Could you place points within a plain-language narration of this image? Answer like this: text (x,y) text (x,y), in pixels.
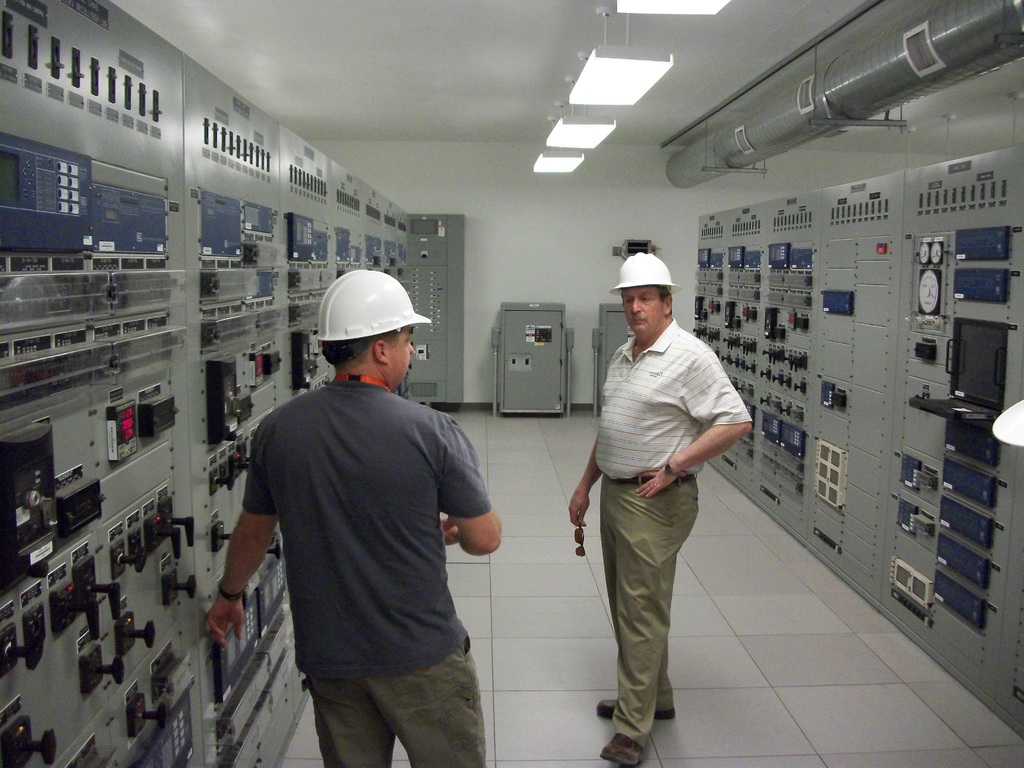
At the top (912,98) we can see the ceiling (485,98), lights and the objects (912,98) In this picture we can see the men (696,342) wearing helmets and standing on the floor (546,586). On the right (864,399) and left side of the picture (108,245) we can see the machines (817,398). In the background (601,368) we can see the wall (571,229) and the objects (444,353).
